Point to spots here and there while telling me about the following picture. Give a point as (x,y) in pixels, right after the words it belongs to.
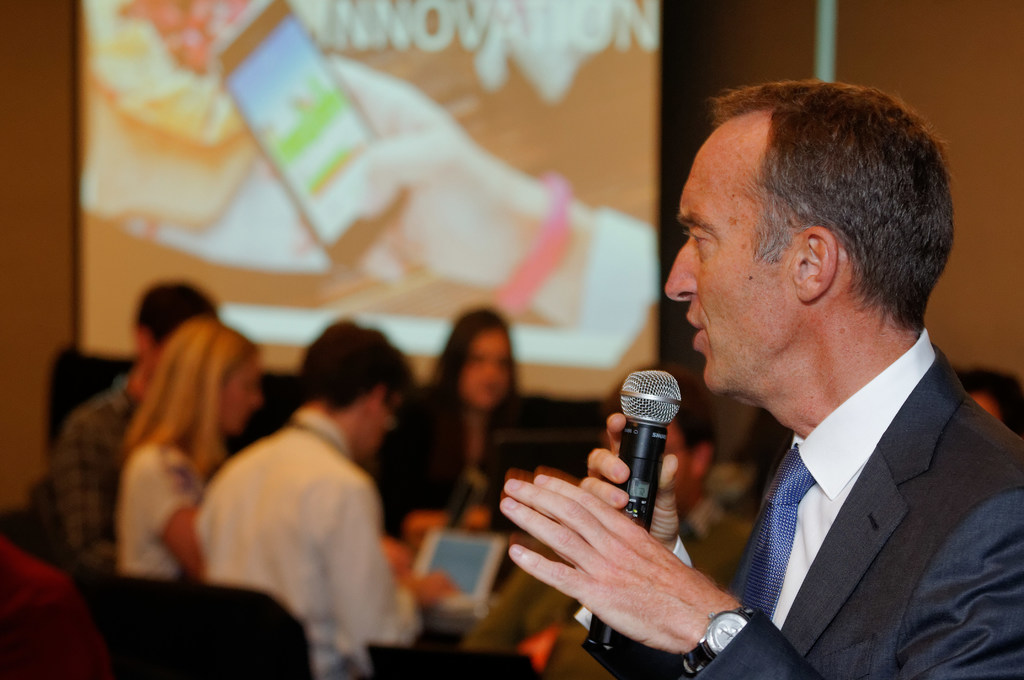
The person (930,530) wearing suit (906,544) is speaking in front of a mic (668,386) and there are few people (461,392) sitting behind him.
